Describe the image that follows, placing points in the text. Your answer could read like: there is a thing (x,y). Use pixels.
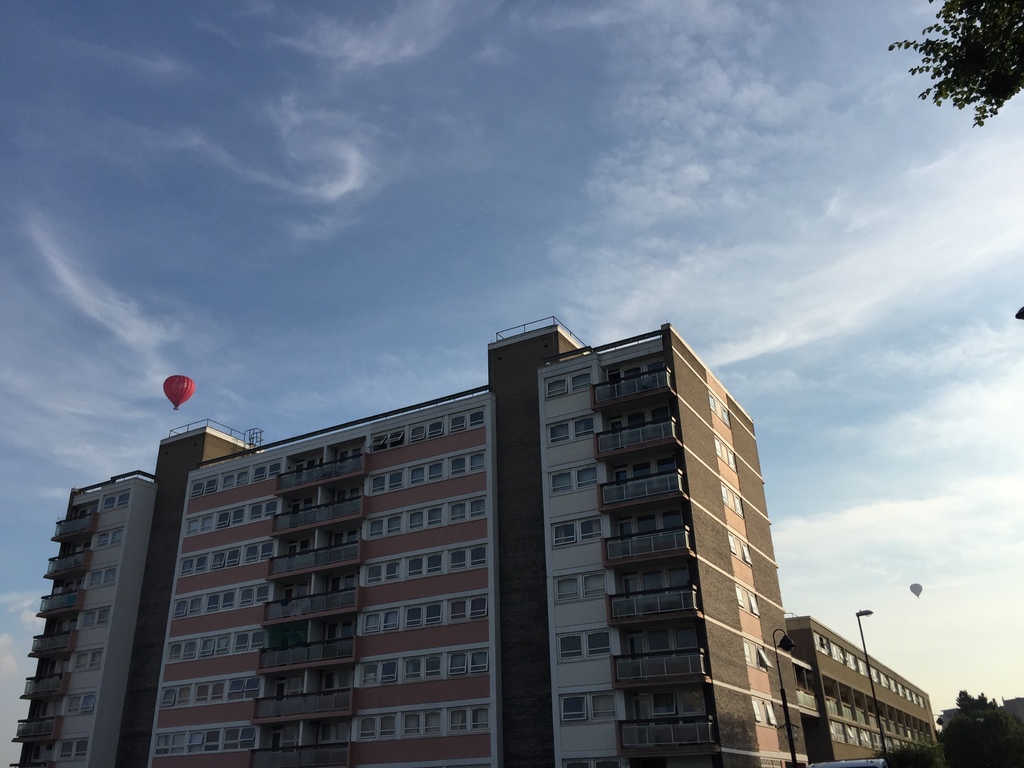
In this picture we can see buildings (452,679) and trees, here we can see poles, hot air balloons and in the background (826,611) we can see the sky (854,434).
